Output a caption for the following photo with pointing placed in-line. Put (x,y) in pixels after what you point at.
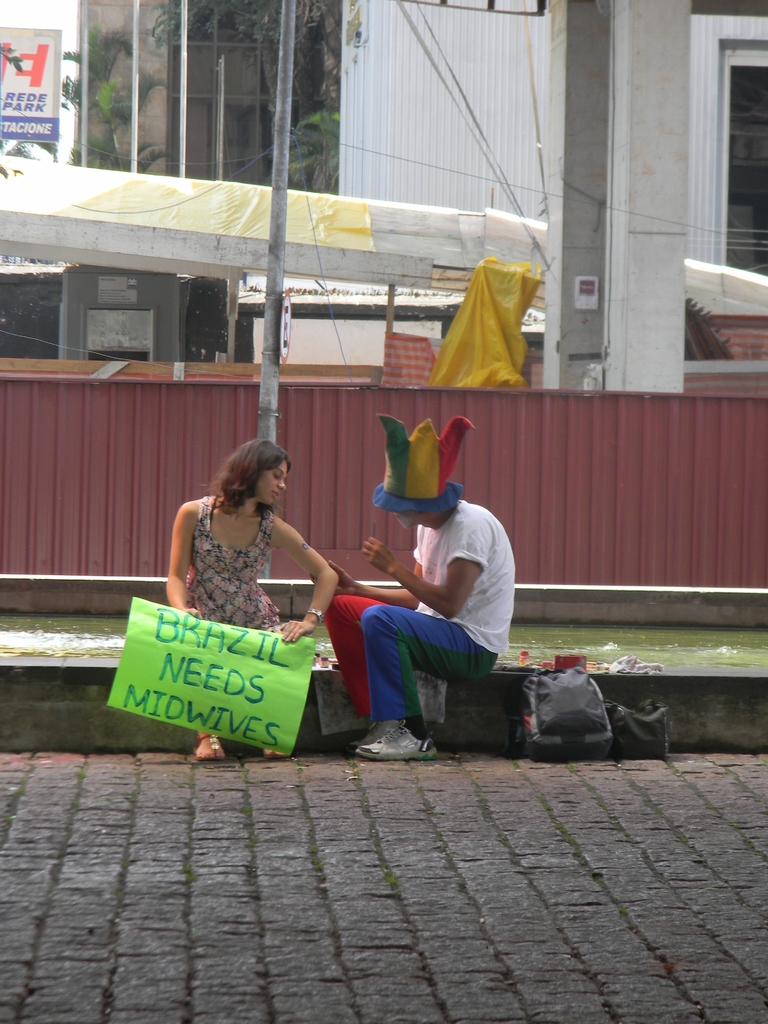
In this picture I can see a man (388,607) and a woman (233,572) in the middle (260,527), this woman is holding the placard (251,654) with her hands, in the background (185,438) there are boards (334,438), building (421,297) and trees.
